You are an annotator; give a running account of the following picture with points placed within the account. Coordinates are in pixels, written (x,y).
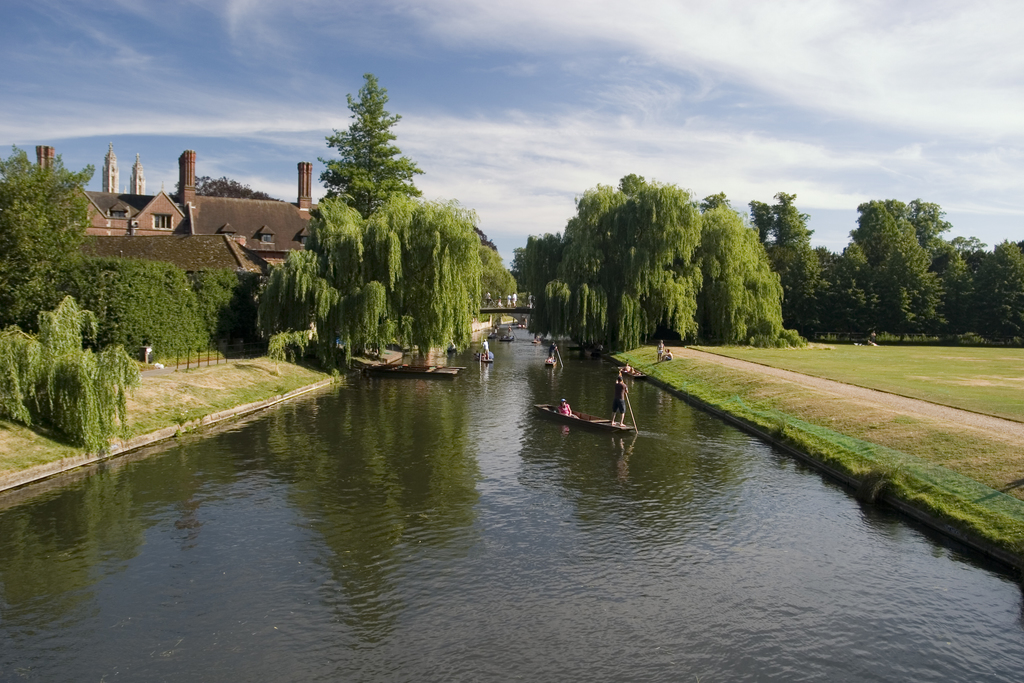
In this image there is a lake (569,480) and there are people (554,342) sailing in the boats (391,367). On both sides of the lake (644,445) there are houses (227,247) and trees (520,278). Image also consists of a fence (216,361), bridge (499,307) to cross the lake (601,454) and ground (896,368). At the top (504,79) there is a sky (572,121) with clouds (208,125).
